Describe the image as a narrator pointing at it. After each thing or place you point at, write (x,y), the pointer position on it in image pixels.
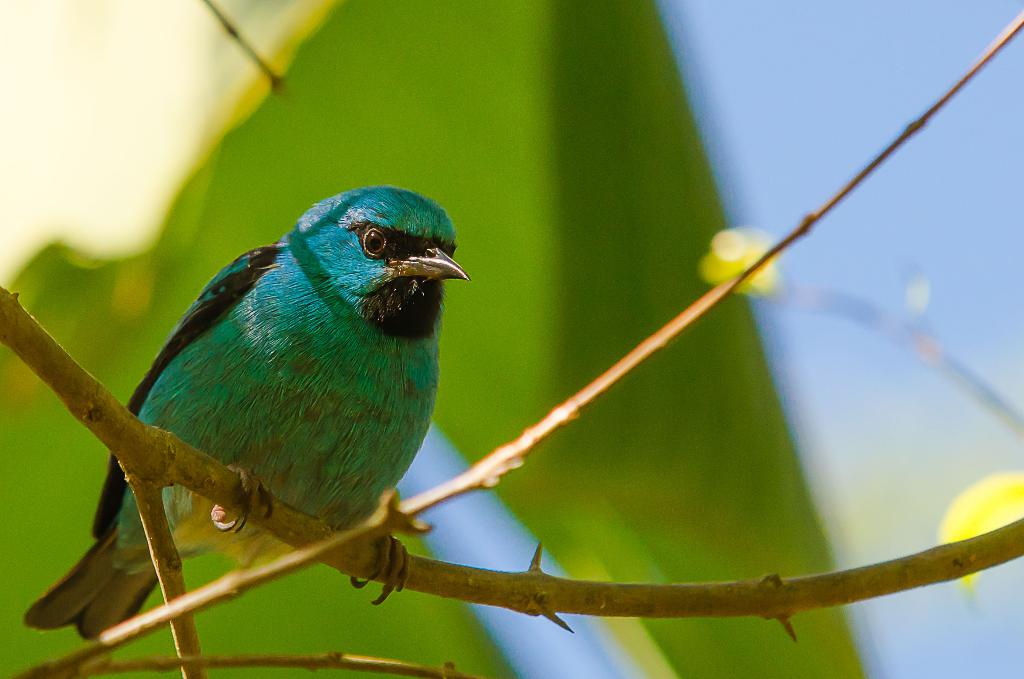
In this picture I can see a bird (245,373) on a branch (108,410), and there is blur background (35,296).
